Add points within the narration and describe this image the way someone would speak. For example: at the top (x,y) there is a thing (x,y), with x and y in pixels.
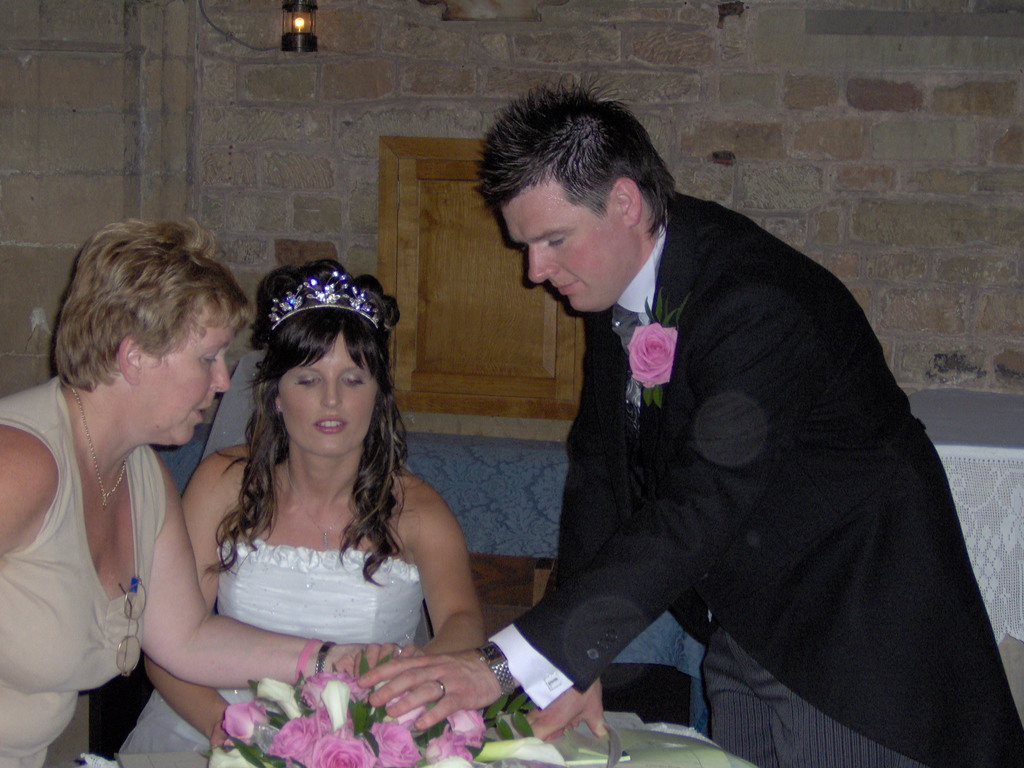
In this image, there are a few people (648,502). We can see some flowers (338,733) and the wall (801,155) with some objects (514,309). We can also see some objects (972,440) on the right (984,513). We can also see a blue colored object (546,483).
